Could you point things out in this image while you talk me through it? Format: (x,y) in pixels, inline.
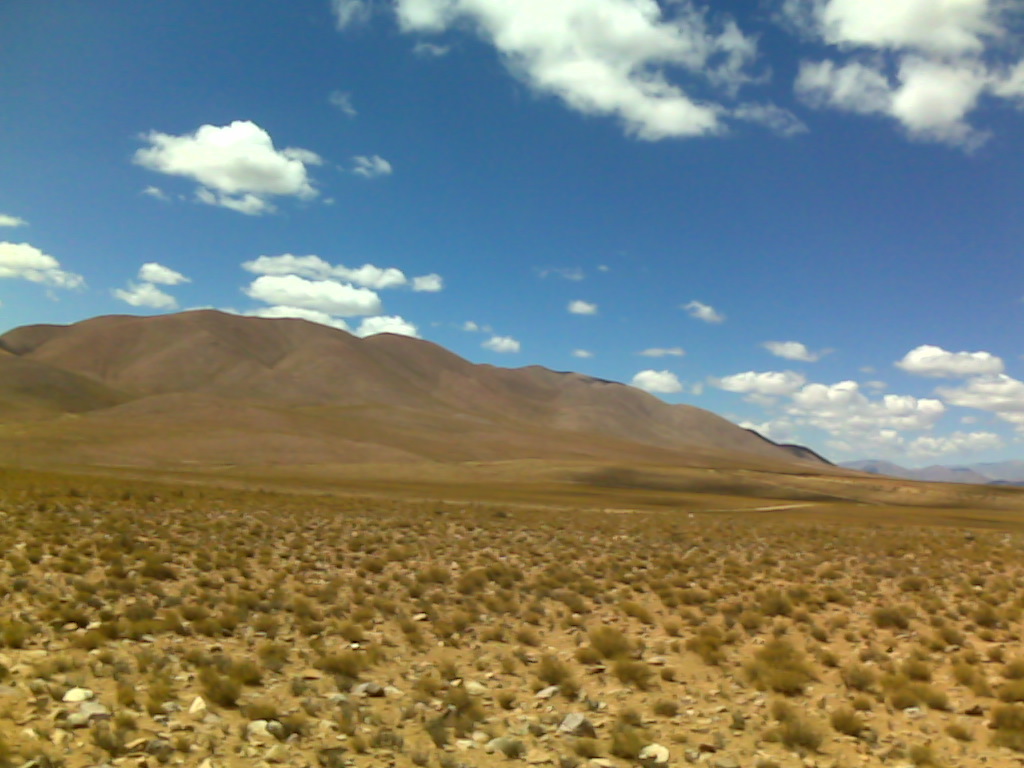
In the image there are plants (459,624) on the land (543,630) and behind there is a hill (451,445), it seems to be desert (1010,664) and above its sky (542,181) with clouds (590,108).
